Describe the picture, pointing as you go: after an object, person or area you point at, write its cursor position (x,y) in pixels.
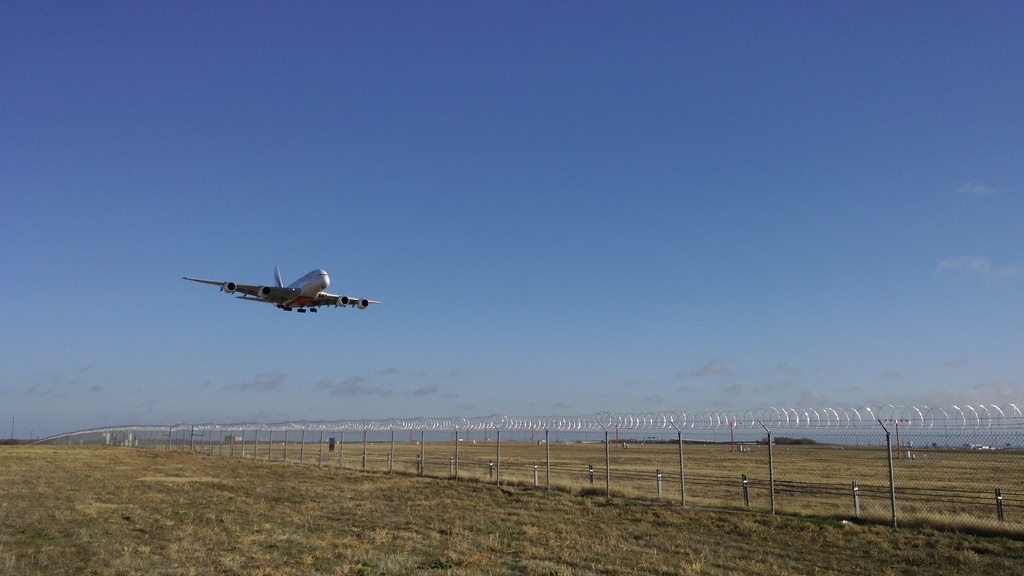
In the middle of the image (347,300) I can see an airplane (347,300). At the top of the image (713,152) I can see blue sky (778,197). On the right of the image (767,428) I can see a fence (624,426) with coiled wire (624,426).
